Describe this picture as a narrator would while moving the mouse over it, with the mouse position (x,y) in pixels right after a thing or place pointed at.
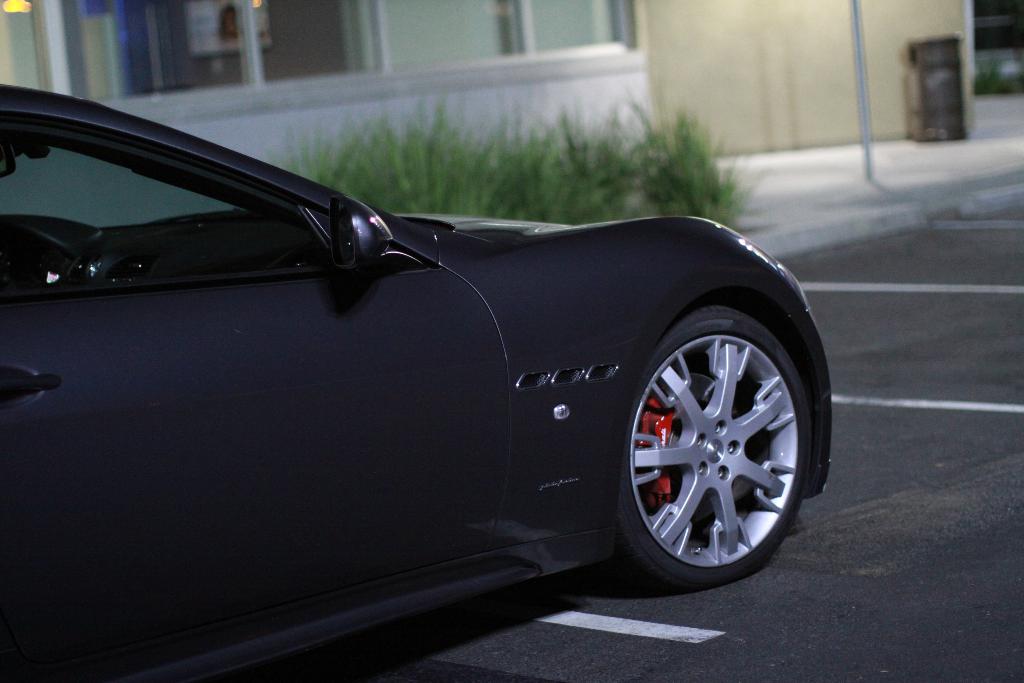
In this picture I can see a car (319,284) in front (249,249) and I can see the road (880,299) on which there are white lines (995,289). In the background (470,152) I can see the plants (528,185) and the windows (423,39) on the wall (593,112) and I see that it is blurred in the background (446,76).
